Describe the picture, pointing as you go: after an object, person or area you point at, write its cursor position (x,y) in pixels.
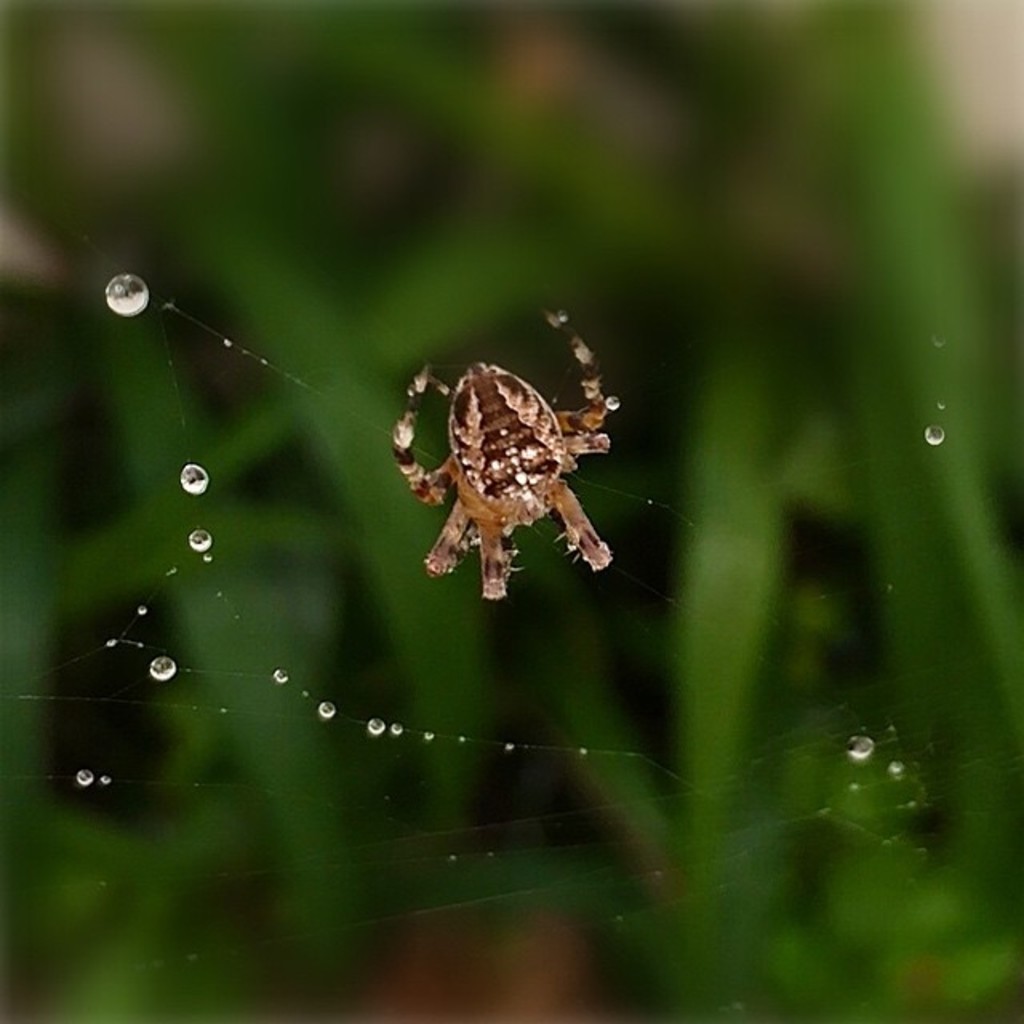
In the picture we can see a spider (551,440) to the web (217,369) on the web (171,358) we can see some water droplets (199,489) and in the background (509,801) we can see some plants (561,601) are not clearly visible.
